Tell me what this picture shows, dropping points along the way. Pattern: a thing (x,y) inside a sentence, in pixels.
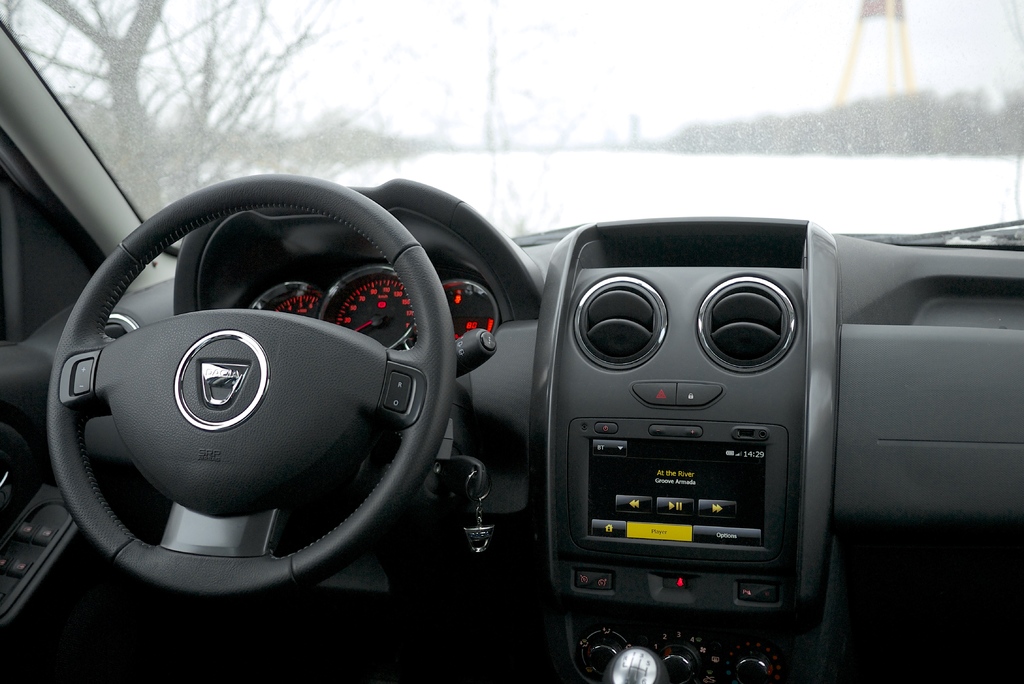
In this picture I can see the inside view of a vehicle (675,341), and in the background (725,41) there are trees (870,134) and sky (593,54).
